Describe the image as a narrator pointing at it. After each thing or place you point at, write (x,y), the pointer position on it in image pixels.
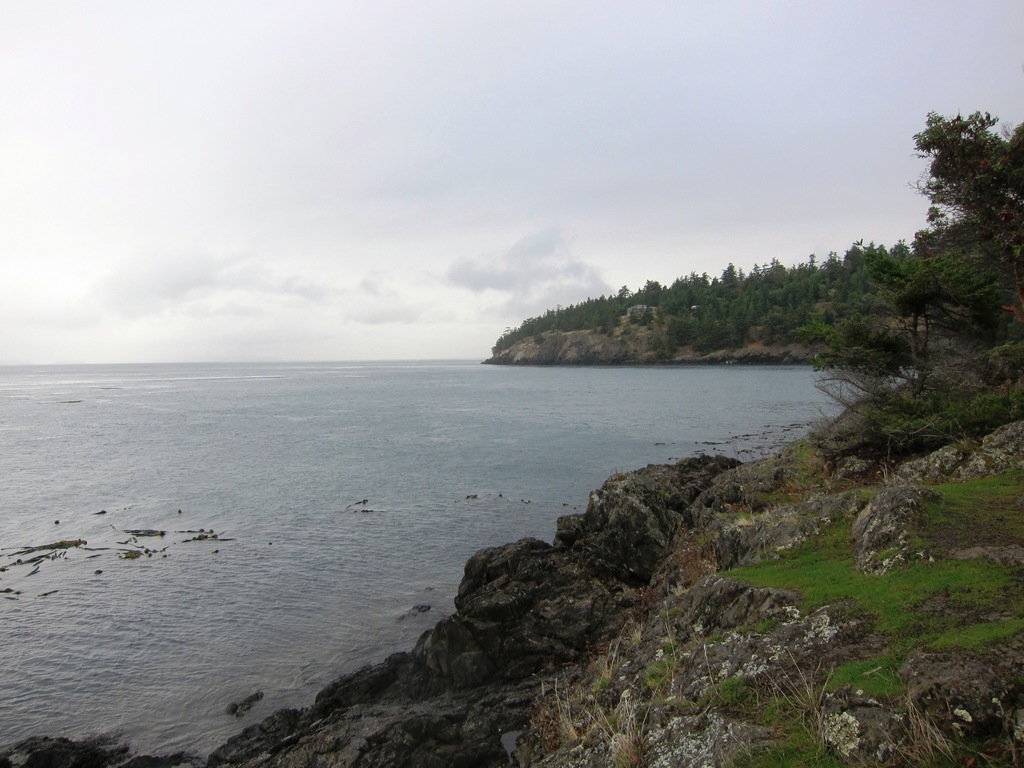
In this image we can see the sea (360,419). There are many trees (811,308) and plants (950,364) in the image. We can see the cloudy sky (438,189) in the image. We can see a grassy land (893,587) at the bottom of the image (856,568).
